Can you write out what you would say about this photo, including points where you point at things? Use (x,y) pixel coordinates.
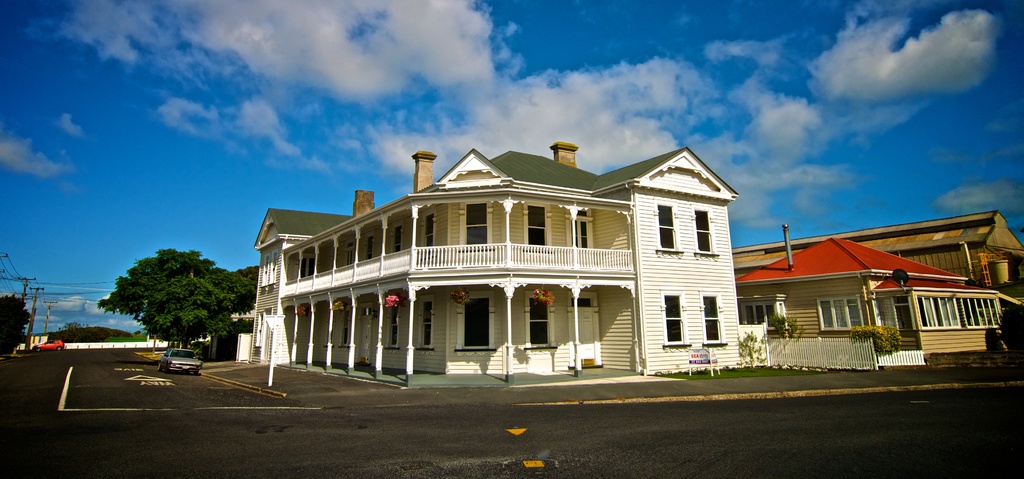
In this image I can see few buildings (599,305), glass windows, plants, vehicles (190,356), current poles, wires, door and trees (15,312). The sky (73,136) is in blue and white color.
